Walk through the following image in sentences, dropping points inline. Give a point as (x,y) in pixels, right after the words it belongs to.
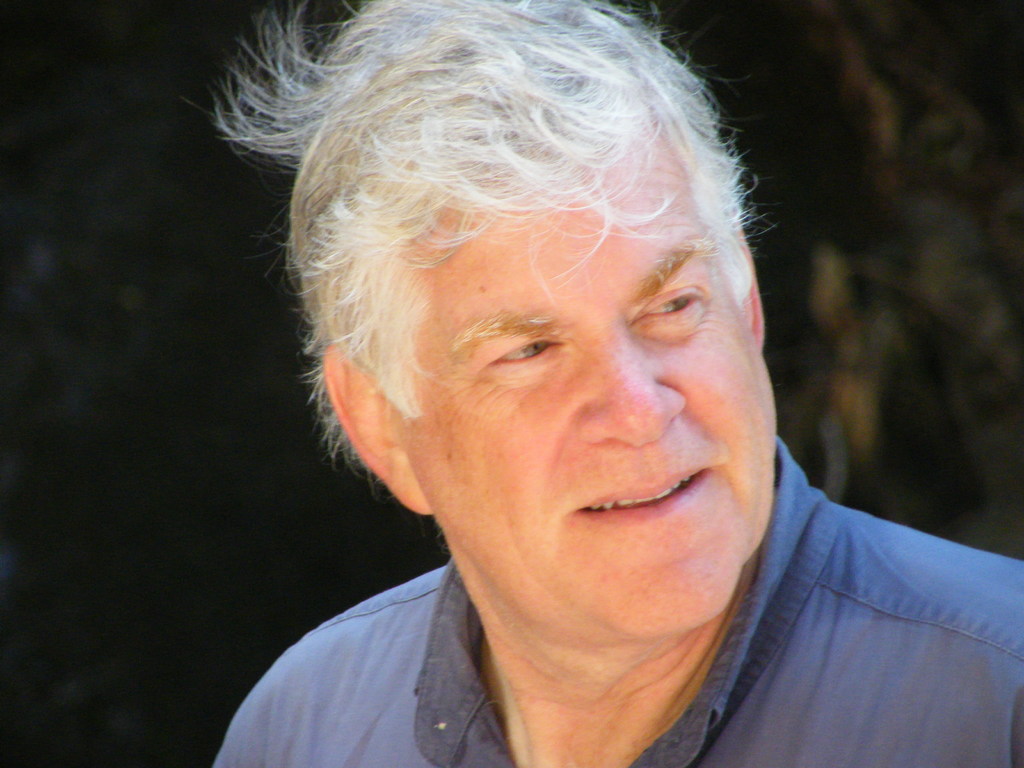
In this image we can see the man (570,529), and the background (1008,359) is blurred.
